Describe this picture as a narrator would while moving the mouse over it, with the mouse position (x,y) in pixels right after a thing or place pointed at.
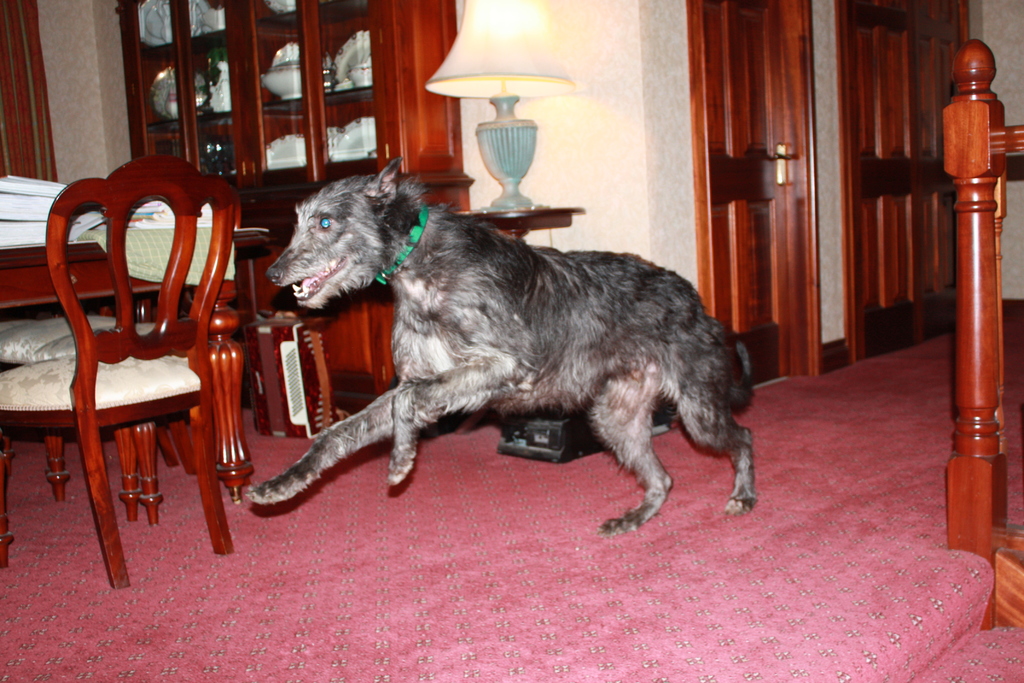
In this picture we can see a dog (364,249). This is chair (66,219) and there is a table (12,280). Here we can see a cupboard (294,110) and there are some bowls (357,141). This is lamp (468,54) and there is a wall (600,146). Here we can see a door (939,46) and this is floor (829,564).
